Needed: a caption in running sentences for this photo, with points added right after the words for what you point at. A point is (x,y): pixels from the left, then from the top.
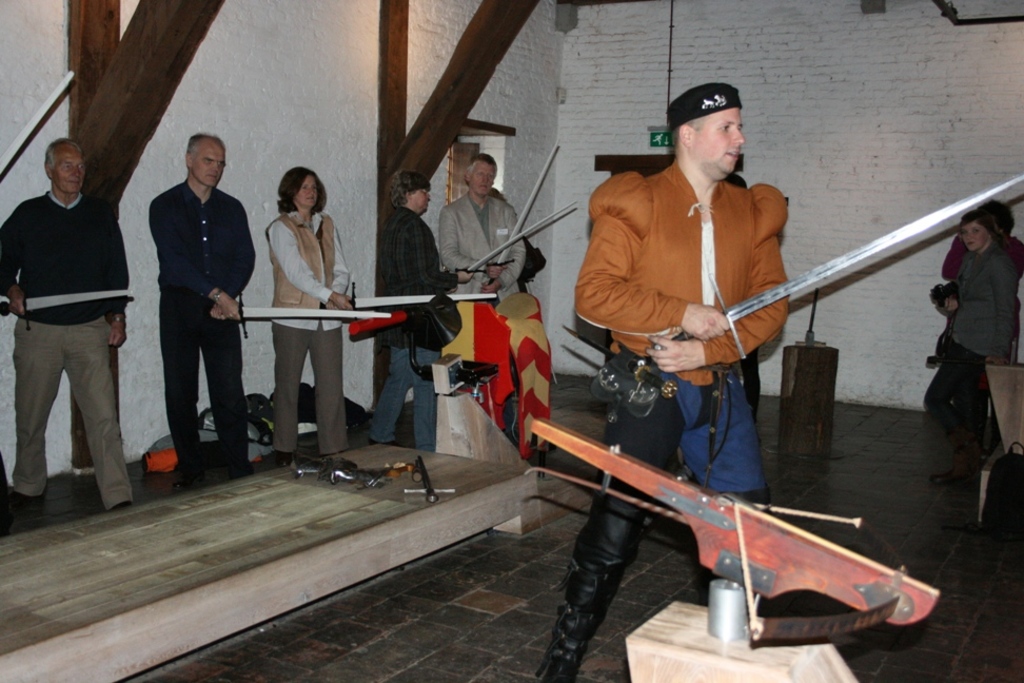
In this picture I can see there is a man (707,309) standing at right (685,335) is holding a sword (779,289) and there are few others (241,225) in backdrop (245,287) they are also holding a sword (36,138) and there is a bow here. There are wooden frames (499,44) in the backdrop (103,23) and there are two others (975,289) holding the camera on top right (982,225).
